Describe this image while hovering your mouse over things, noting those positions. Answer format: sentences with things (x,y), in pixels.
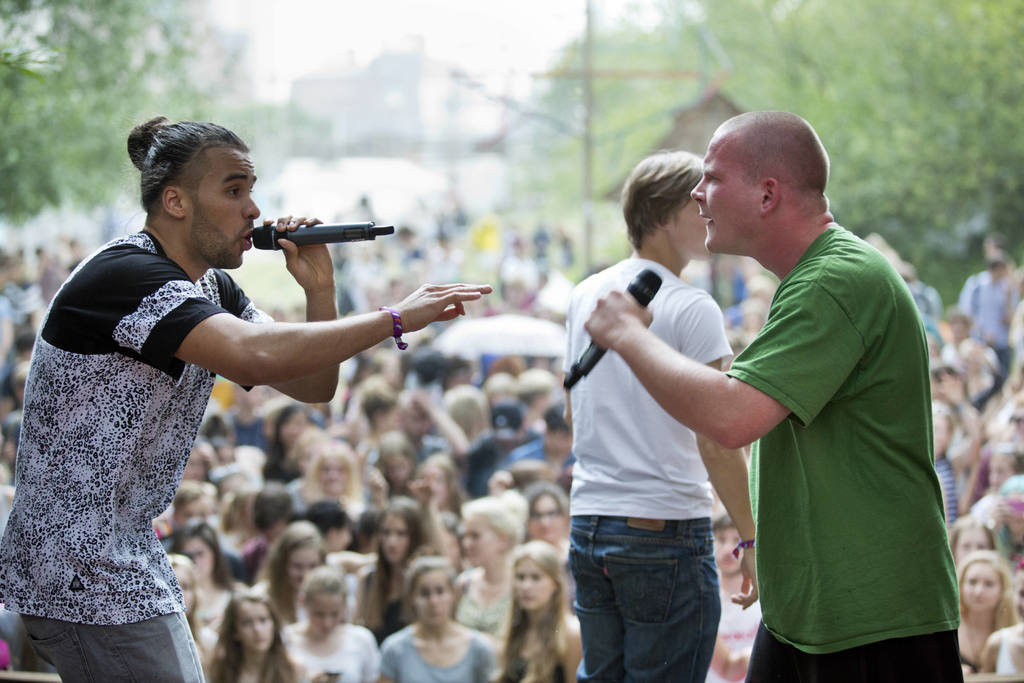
In this image there are three people (631,550) standing and two are holding mics (579,367) in their hands (622,332), in the background (306,524) there are people (547,500) standing and there are trees (913,148) and it is blurred.
